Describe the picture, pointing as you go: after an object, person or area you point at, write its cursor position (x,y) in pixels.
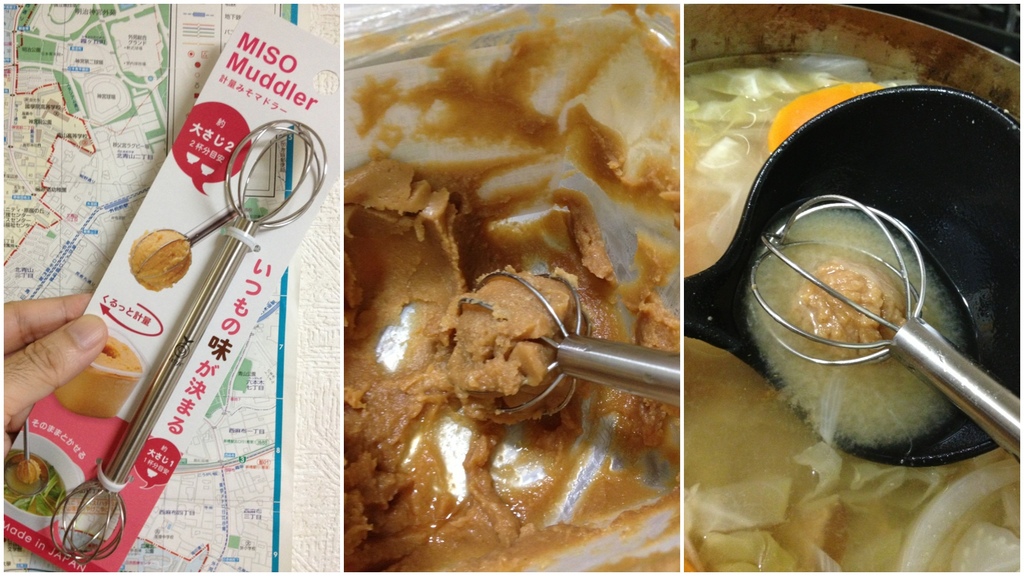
In the picture I can see the collage images. On the left side of the picture (22,382) I can see the hand (85,318) of a person (13,427) holding the stainless steel bar (229,248). On the right side of the picture (924,78) I can see the pot (969,51) and looks like there is a soup (889,373) in the pot (744,25).
